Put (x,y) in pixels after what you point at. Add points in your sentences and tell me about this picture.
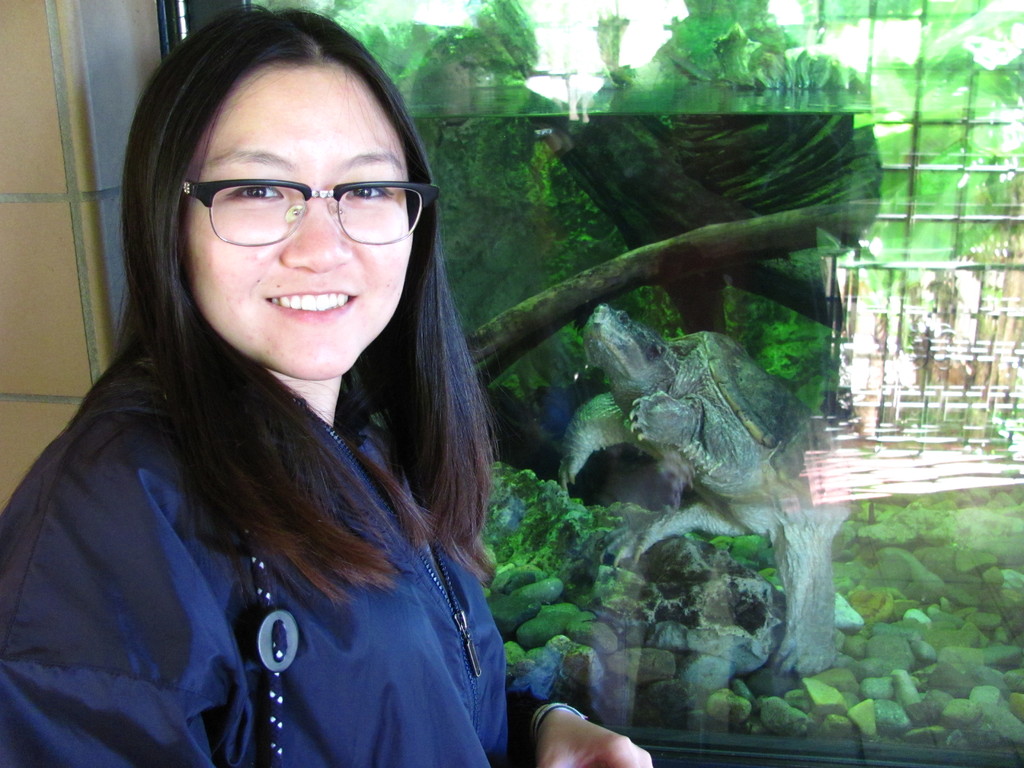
In this image I can see a woman (443,598) and I can see is wearing blue dress (363,699) and specs (384,212). I can also see smile on her face (324,324). In the background (680,519) I can see turtle (705,470) and few stones (773,679).
